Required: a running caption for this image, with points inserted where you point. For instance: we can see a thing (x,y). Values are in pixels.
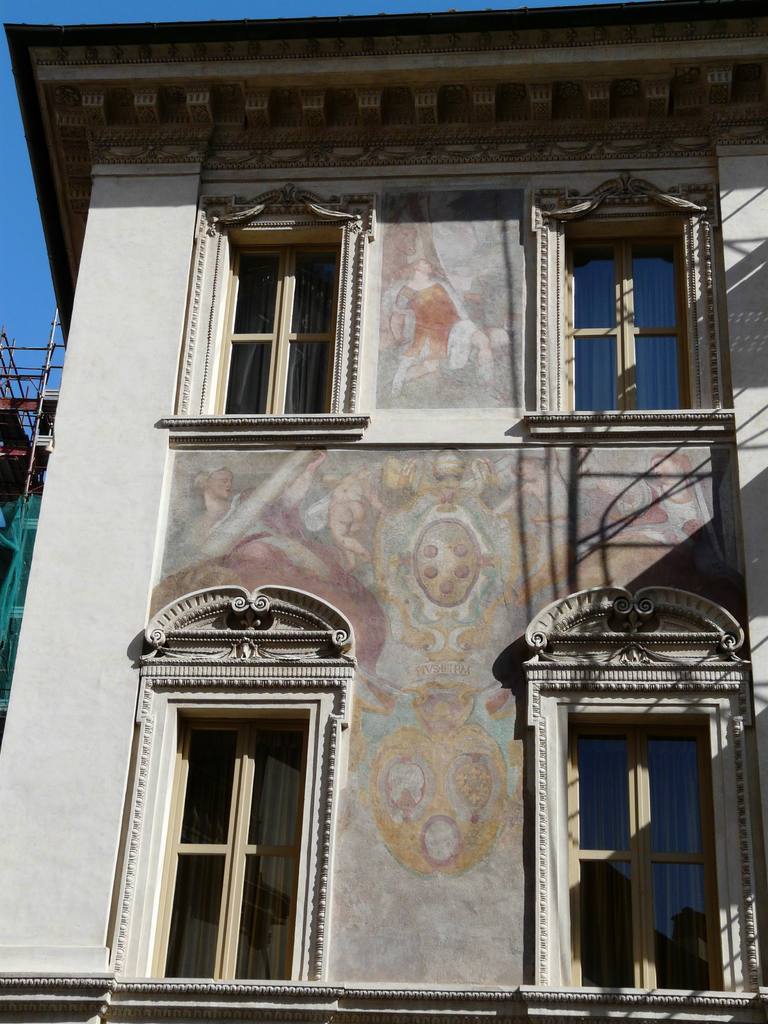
In this image in the center (479,432) there is one building (421,398) and on the building (477,428) there is some art (468,607), and there are four windows (215,864).
